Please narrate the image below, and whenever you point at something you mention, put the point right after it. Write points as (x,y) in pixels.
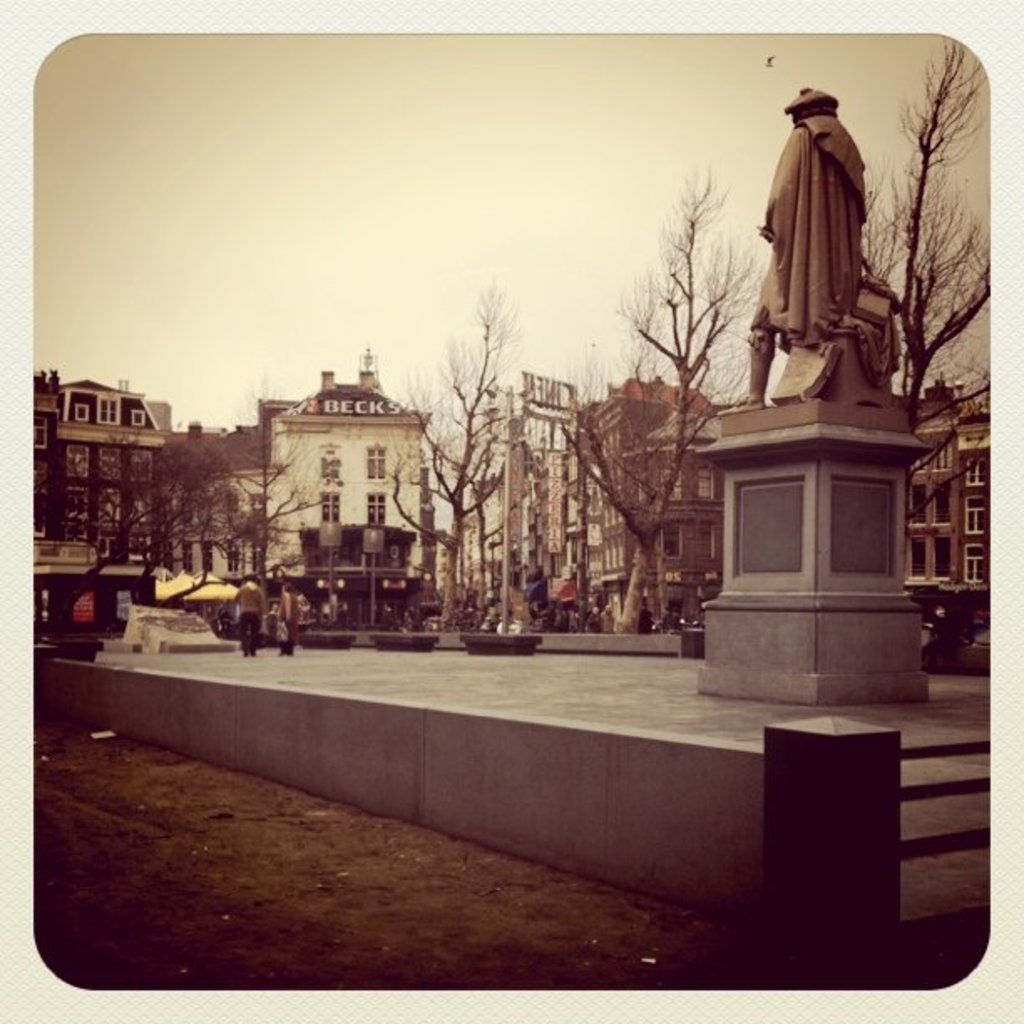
In this picture we can see a statue (832,294) on a platform (641,695), here we can see people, benches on the stage (584,687), beside this stage (467,685) we can see the ground (223,833) and in the background (106,629) we can see buildings (336,479), trees (192,504), sky (353,149) and some objects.
